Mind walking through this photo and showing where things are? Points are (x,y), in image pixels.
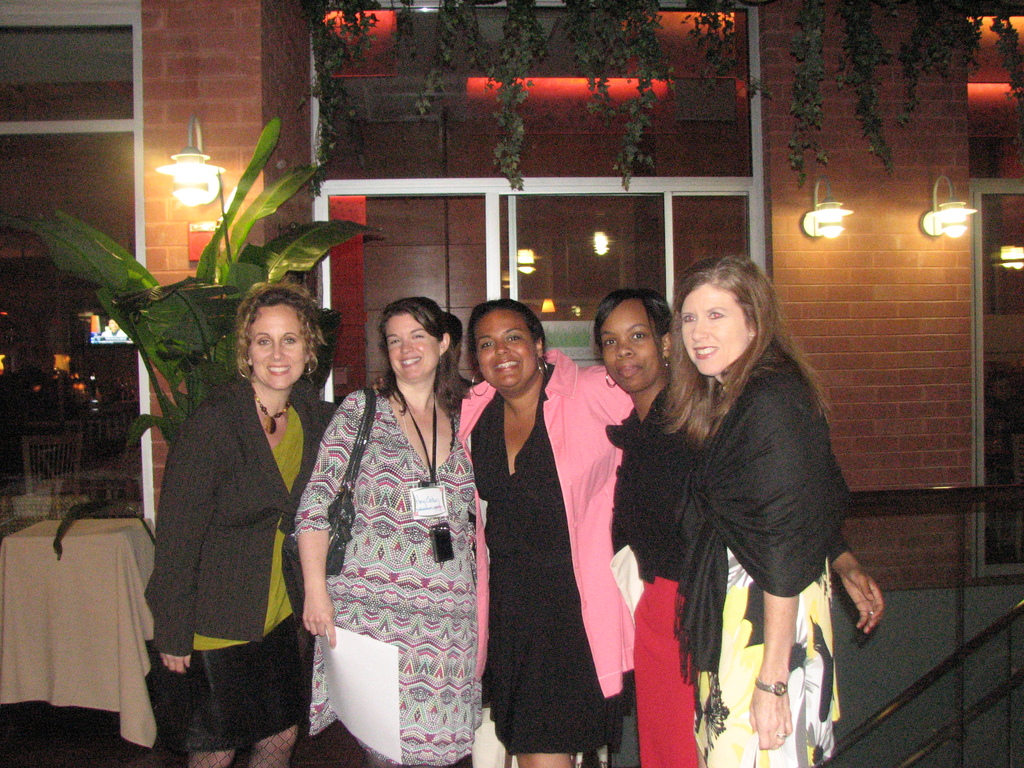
In this image I see 5 women (193,752) and all of them are smiling. In the background (193,121) I see lights (965,214) on the wall (954,165) and plants (419,105) and a door (475,209).
